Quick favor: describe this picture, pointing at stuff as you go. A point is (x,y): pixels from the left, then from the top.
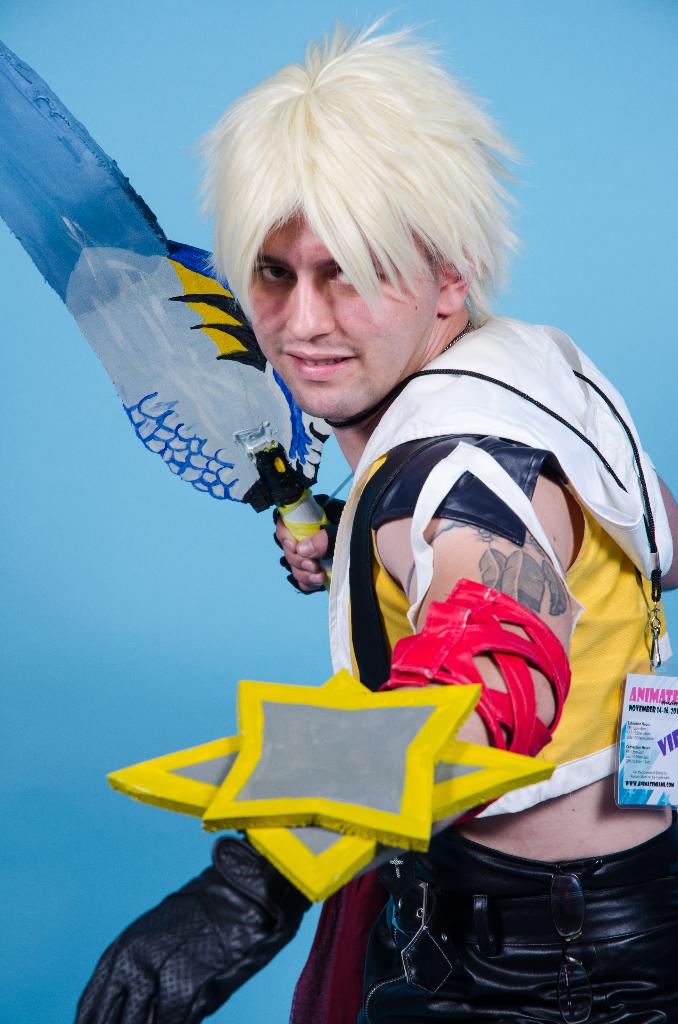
In this image we can see a person (395,562) wearing a costume (541,895) holding a sword (199,485).
